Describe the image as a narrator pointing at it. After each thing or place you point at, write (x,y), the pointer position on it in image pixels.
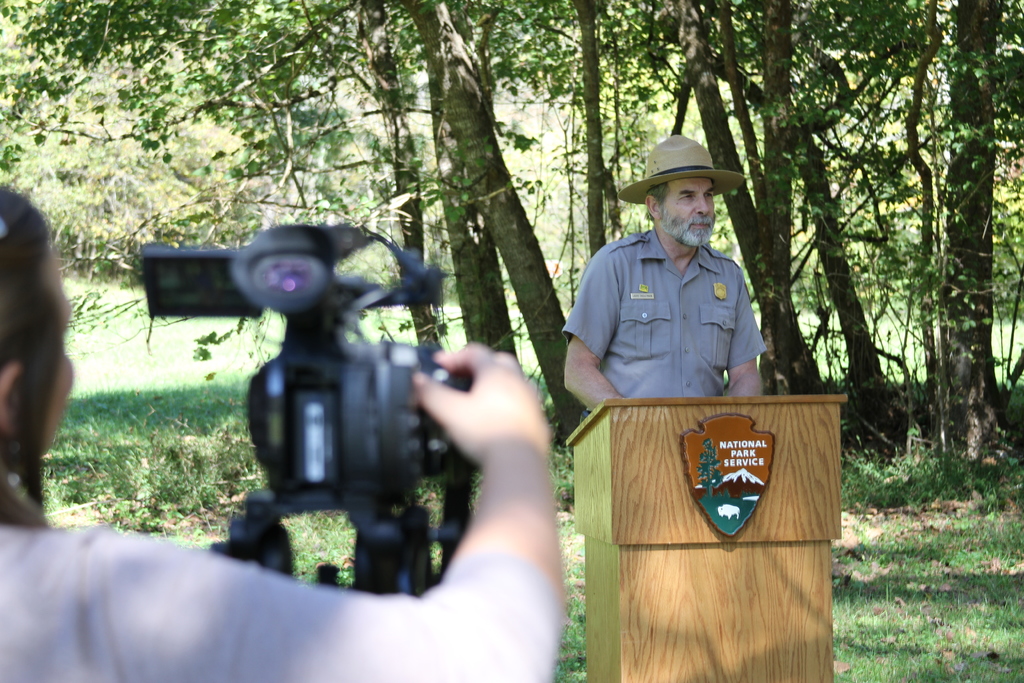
In this image, we can see a person (679,333) is there near the wooden podium (675,528) and wore a cap (674,149). Background (936,560) there are so many trees (484,309), plants (1020,263), grass (960,528). At the bottom (547,626), we can see a person (274,593) is holding a camera (360,443).
